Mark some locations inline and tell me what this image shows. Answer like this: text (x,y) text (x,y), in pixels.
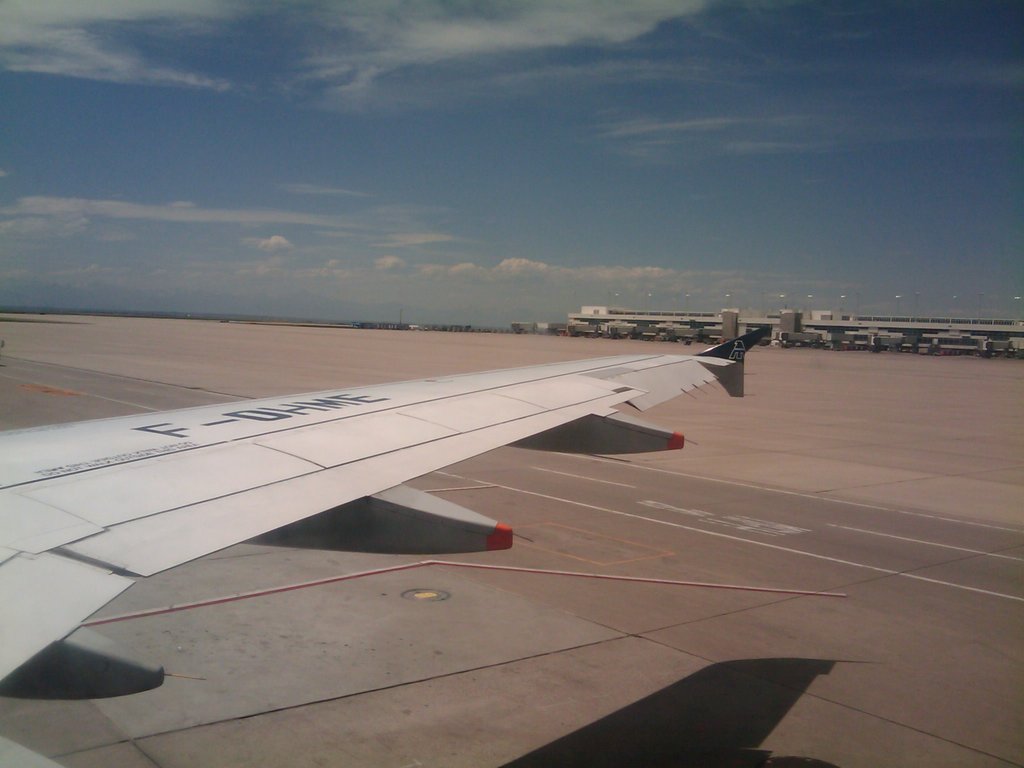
In this picture we can observe a wing (203,489) of an airplane (385,446) on the runway (405,579). In the background (805,312) there is an airport (703,341). We can observe a sky (351,234) with clouds (208,210).
